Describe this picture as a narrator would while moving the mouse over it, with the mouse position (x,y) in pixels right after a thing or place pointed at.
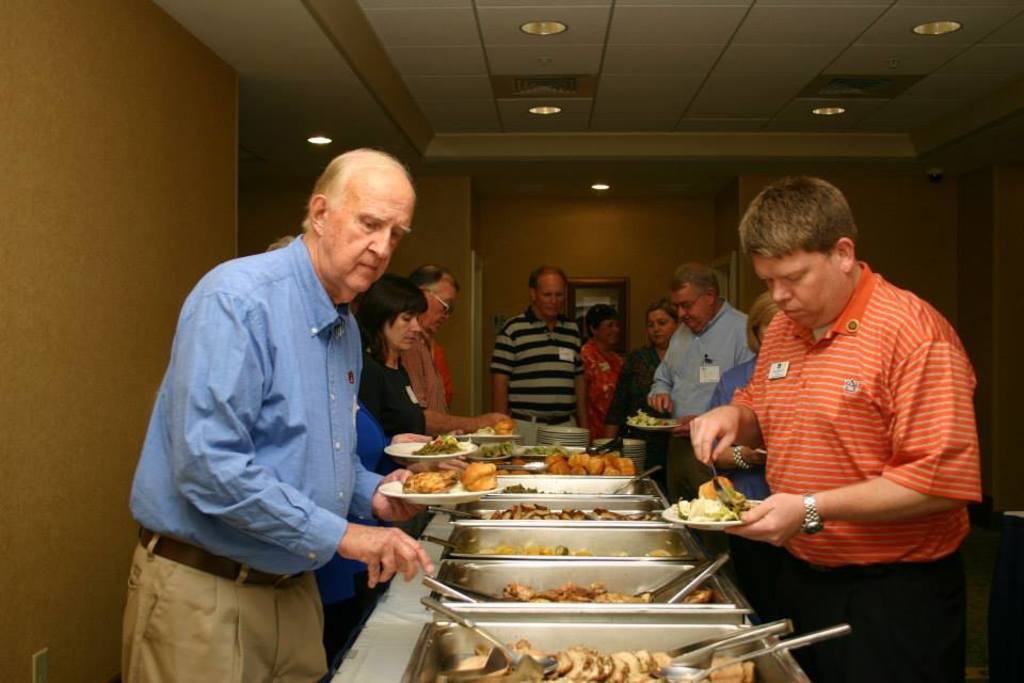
In this image I can see some people (756,446). I can see some food items (429,483) in the plate (429,501). At the top (529,31) I can see the lights (921,28).
